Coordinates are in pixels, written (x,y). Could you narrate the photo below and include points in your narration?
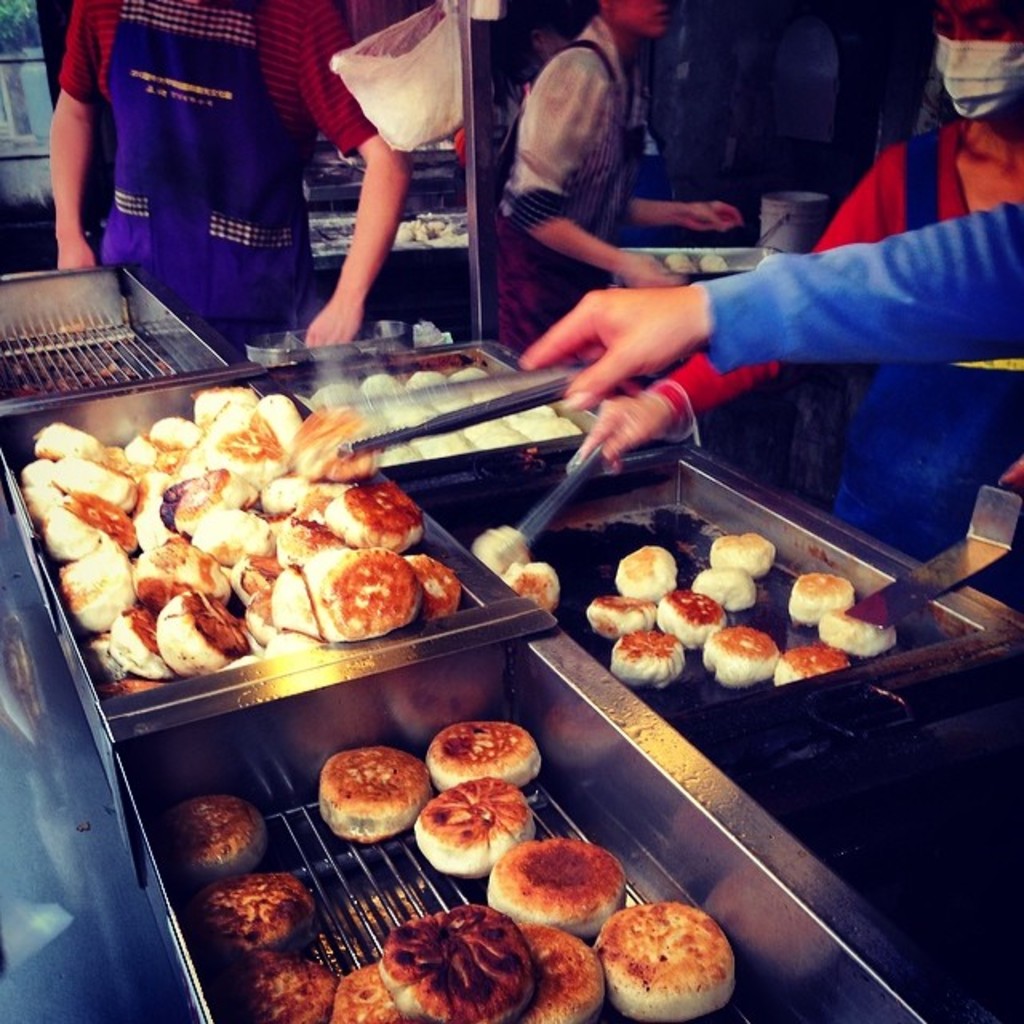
This image consists of food (334,564) which is in the center (349,525). On the right side (864,197) there are persons (607,126) standing. In the center (638,356) there is hand (662,330) of the person (688,329) holding food (328,435).
